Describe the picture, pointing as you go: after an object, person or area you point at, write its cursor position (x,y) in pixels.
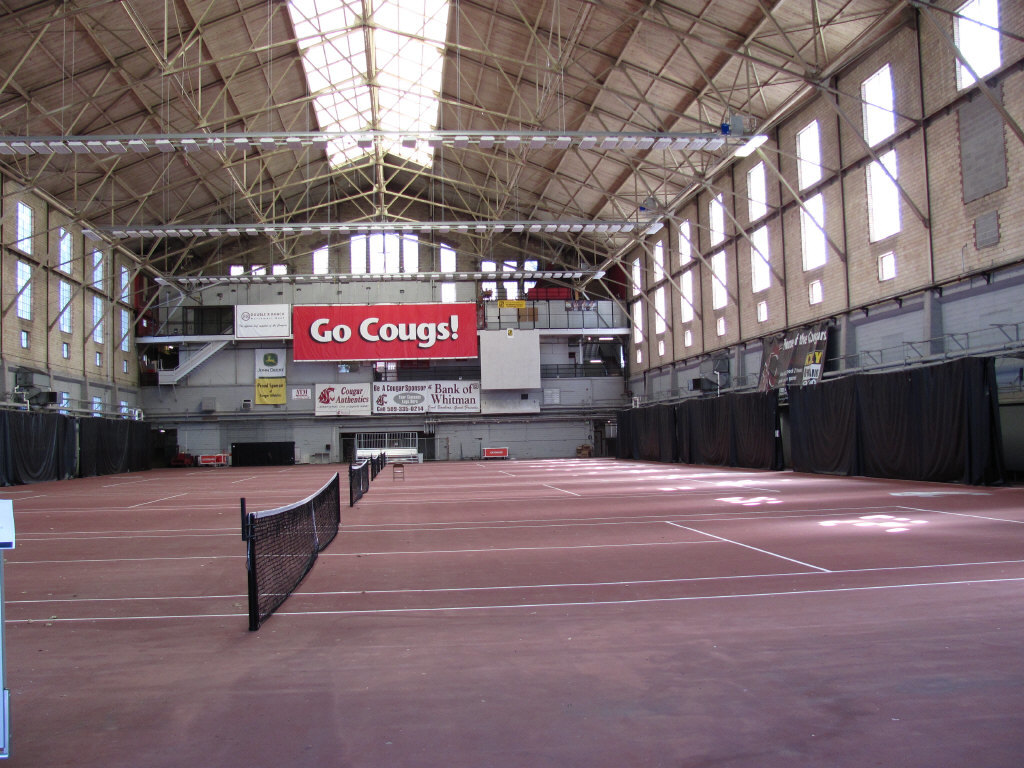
In the picture I can see few nets (338,495) and there are few black clothes (870,408) on either sides of it and there are few banners (435,393) which has something written on it in the background (404,338) and there are few rods (417,175) and poles (382,181) above it.
